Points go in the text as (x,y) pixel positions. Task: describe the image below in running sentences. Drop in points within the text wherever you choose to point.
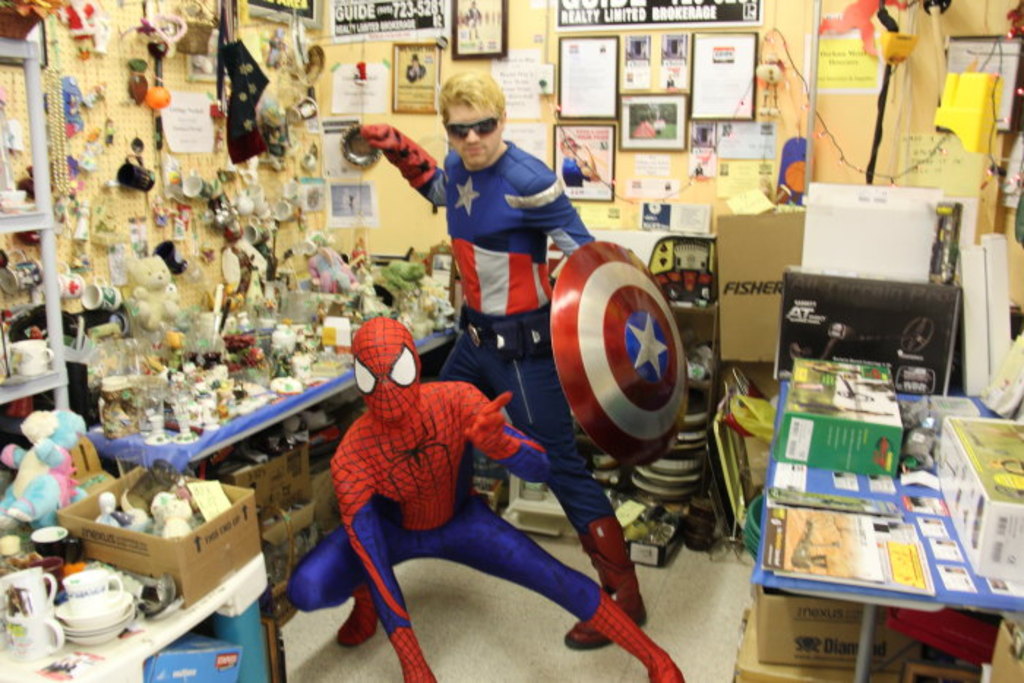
In this picture I can see there are two men (536,315) posing and they are wearing costumes (440,434). There are few objects (911,216) placed on the right side table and there are carton boxes (865,253), other objects (699,471), onto left side (176,520) there are soft toys (68,460), key chains (178,217), socks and many other objects (217,333). In the backdrop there is a wall (89,276) with photo frames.
